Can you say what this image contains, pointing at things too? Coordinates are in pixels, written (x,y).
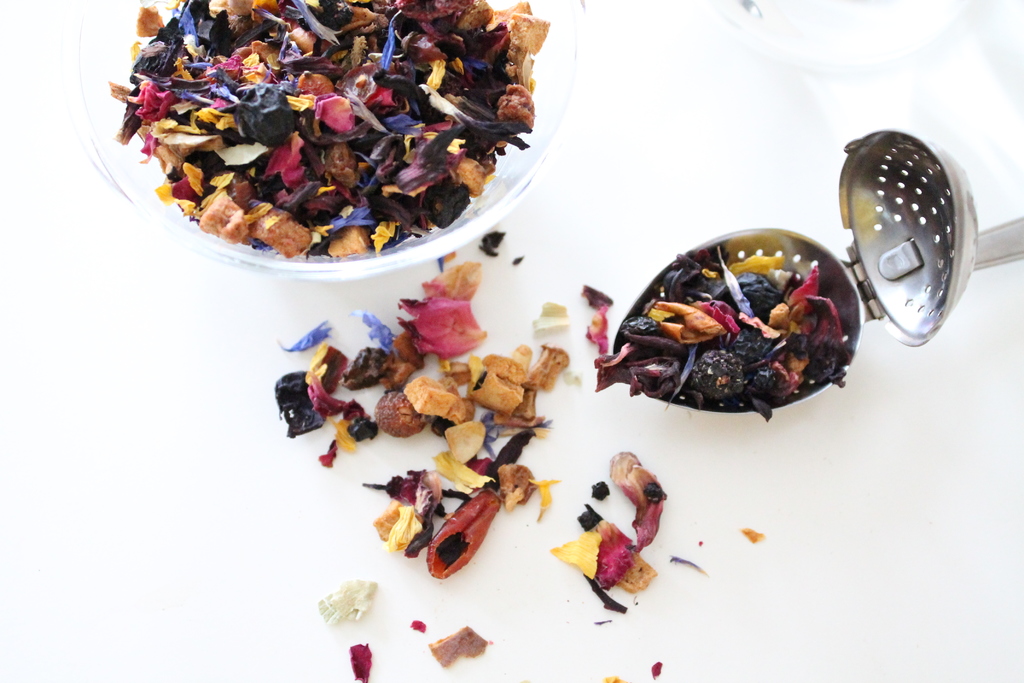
In the image there are superfoods (321,175) kept in a bowl (136,185) and some of them were fell down beside the bowl (147,174) and they are also kept in a container (729,256) on the right side (785,237).
